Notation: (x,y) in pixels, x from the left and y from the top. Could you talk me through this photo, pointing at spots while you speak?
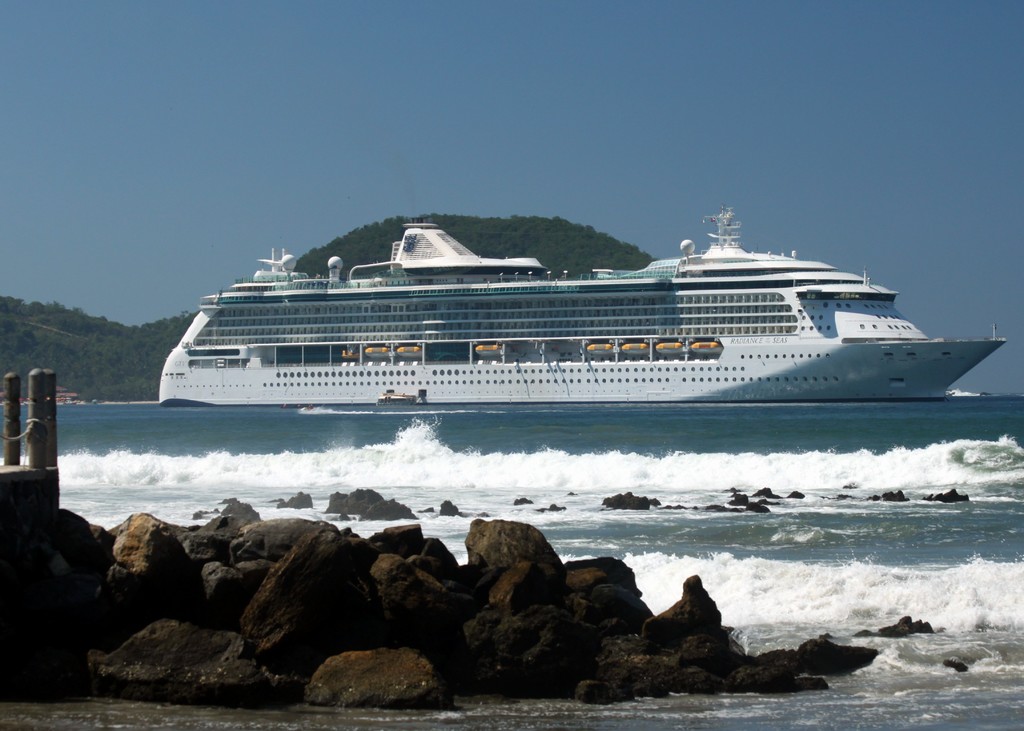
In this picture we can see few rocks (440,580) and a ship (527,376) in the water (615,428), in the background (116,350) we can find hills (139,331) and trees (539,248).
